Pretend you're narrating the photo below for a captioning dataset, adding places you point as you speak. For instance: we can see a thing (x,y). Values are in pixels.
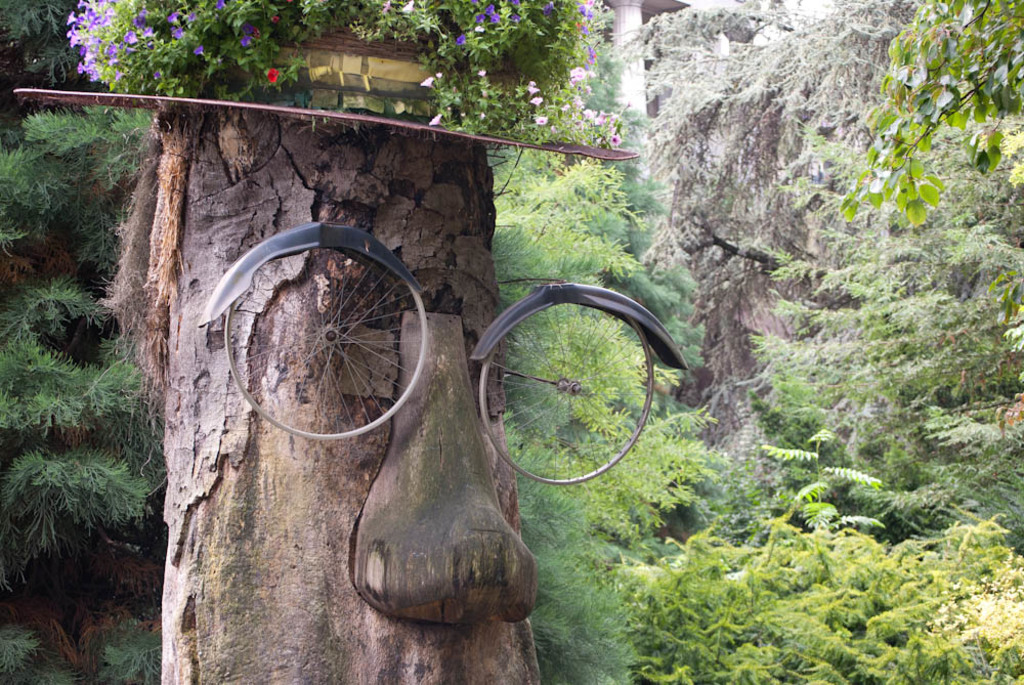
In this image, we can see a tree trunk (354,412) with wheels (322,339), sheet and few plants (444,113) with flowers (201,45). Background (950,314) there are so many trees (559,223) and pillar (634,70).
